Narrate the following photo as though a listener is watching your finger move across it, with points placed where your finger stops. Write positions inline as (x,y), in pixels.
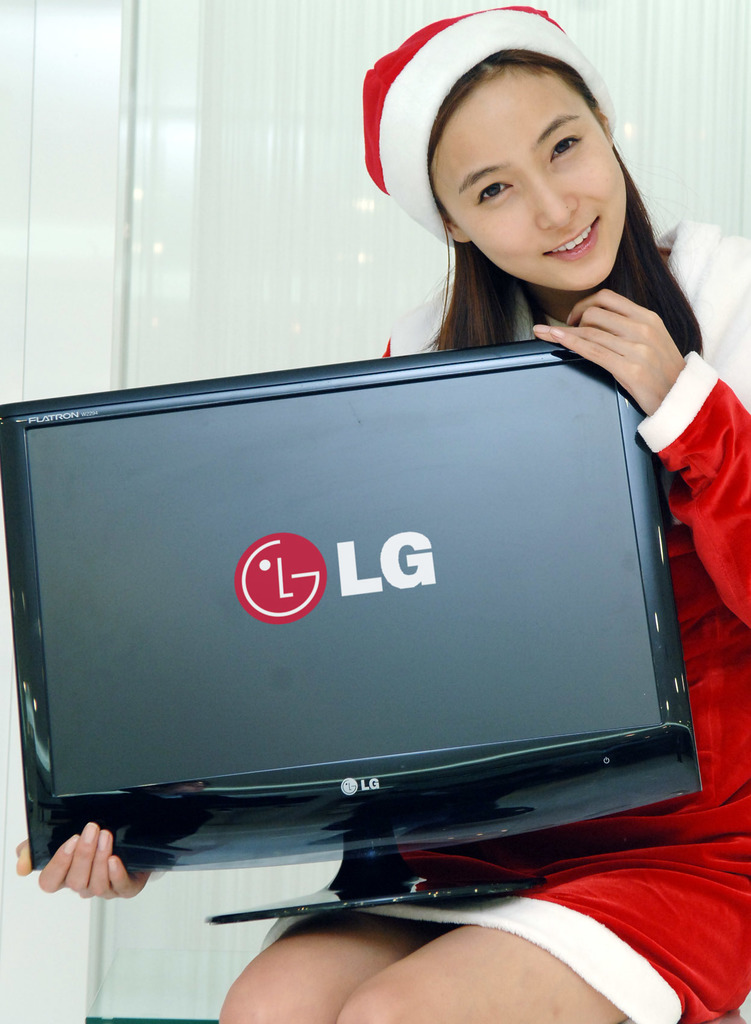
In this picture I can see there is a woman (665,343) sitting and she is wearing a red and white dress (664,906) and a cap (417,121). She is smiling and holding a television (67,556) and there is a logo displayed on the screen (367,727) and there is a logo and there is a glass window (183,229) in the backdrop (113,238) with a curtain (355,247).
